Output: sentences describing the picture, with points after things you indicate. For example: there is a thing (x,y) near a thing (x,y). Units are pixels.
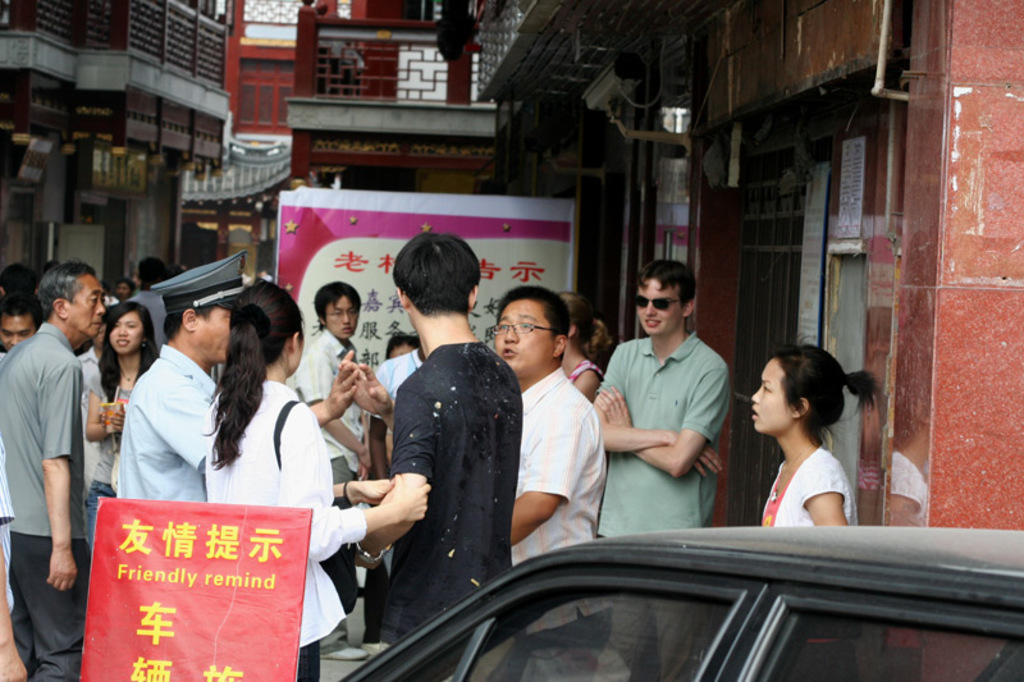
In this image in the front (561,565) there is a vehicle (698,586) which is black in colour. There is a banner (230,572) with some text (239,585) written on it. In the center (374,401) there are persons (190,412) standing. In the background (215,141) there are buildings (351,174) and there is a banner (447,205) with some text (359,261) written on it. On the right side (683,150) there is a camera (603,94) on the wall (638,122) of the building (639,102).
